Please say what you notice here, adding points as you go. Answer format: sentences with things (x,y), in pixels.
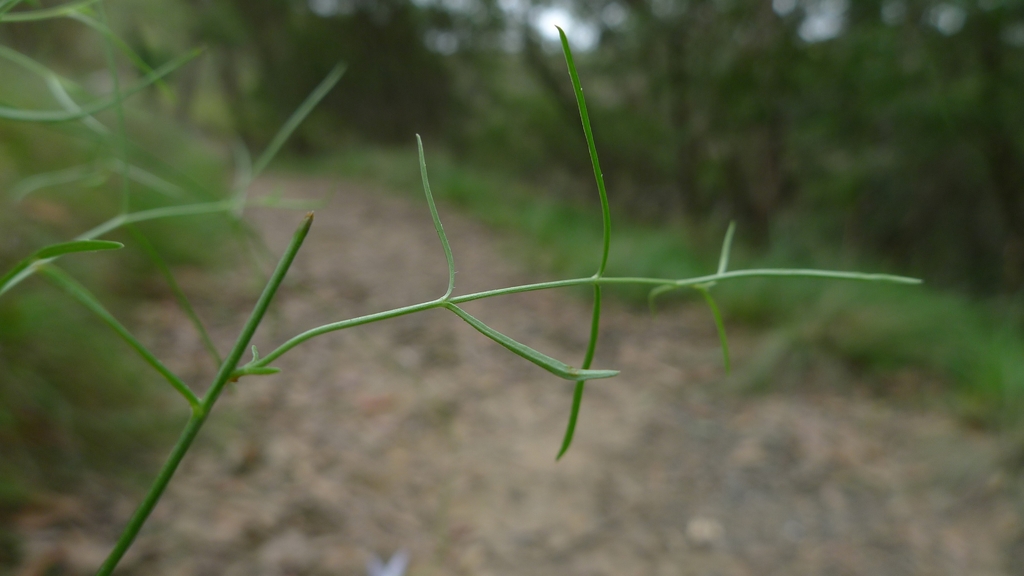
In this picture there is a plant (240,350) on the left side of the image (224,234) and there is greenery (484,112) in the background area of the image (484,112).
